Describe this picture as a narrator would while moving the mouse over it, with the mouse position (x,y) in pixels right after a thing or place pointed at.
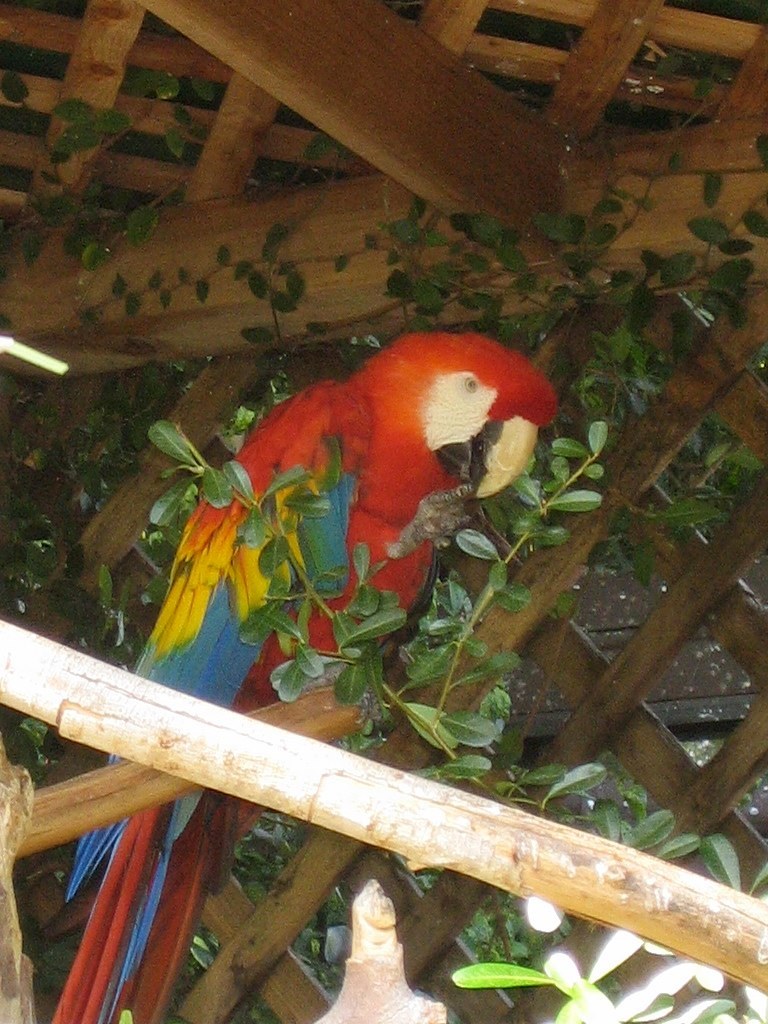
In the center of the image (401,379) we can see the bird (449,423). We can also see the leaves (510,752), wooden fence (557,552) and also the wooden stick (548,853).
